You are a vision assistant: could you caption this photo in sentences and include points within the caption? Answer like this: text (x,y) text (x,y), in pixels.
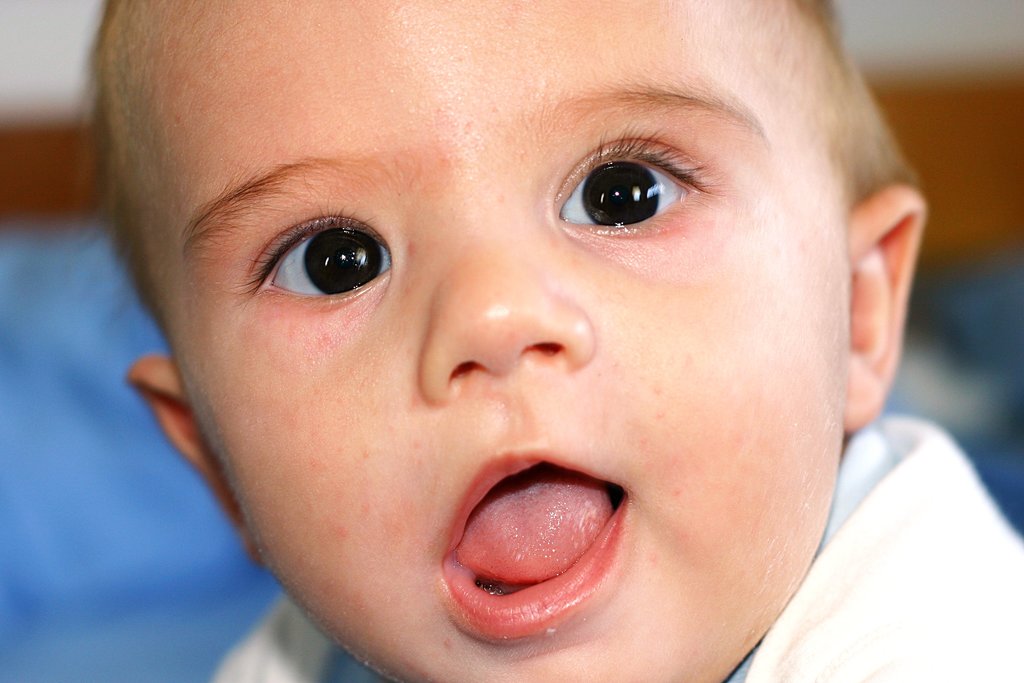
In this image we can see a baby (506,224) and in the background (54,477) the image is blurred.
